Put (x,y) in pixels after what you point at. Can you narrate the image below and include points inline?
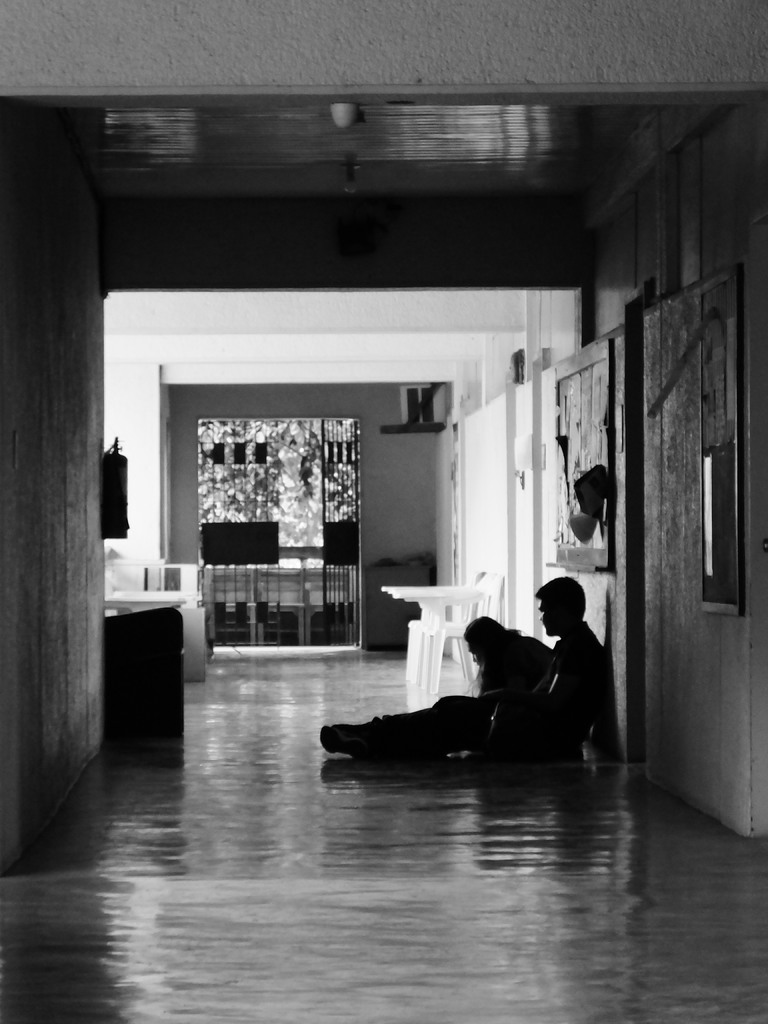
In this image I can see two persons (380,740) sitting on the floor (369,784), the right I can see a frame (713,450) attached to the wall (697,448). Background (138,448) I can see wall (148,448) and few chairs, and the image is in black and white.
